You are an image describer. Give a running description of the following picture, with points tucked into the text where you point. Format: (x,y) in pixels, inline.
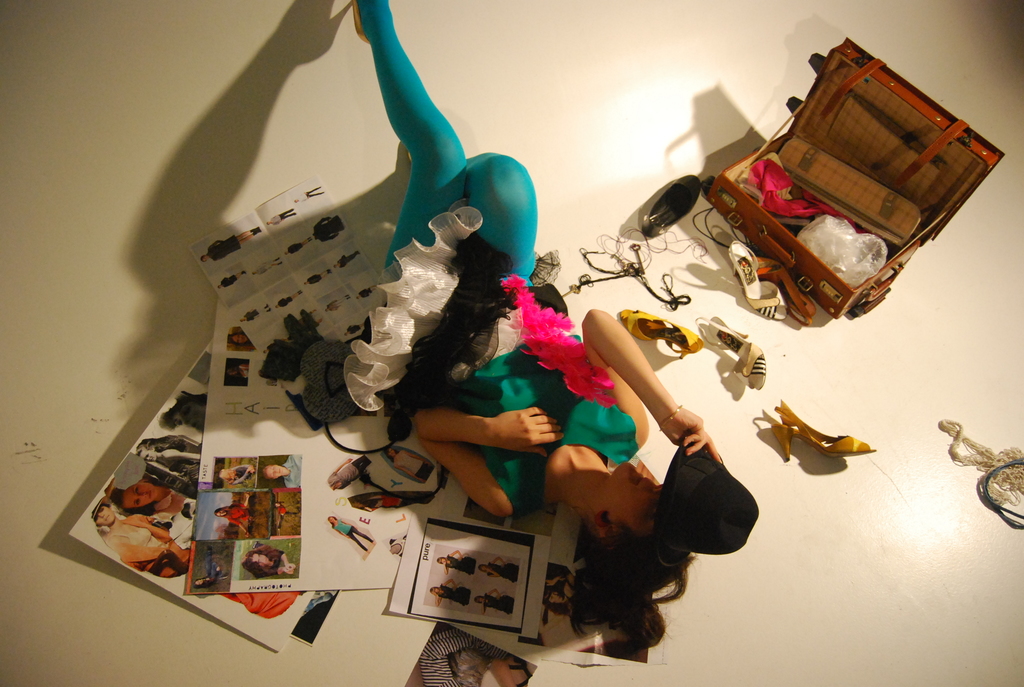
In this image we can see one woman (454,293) lying on the floor (696,645) and holding a black cap (699,456). There is one suitcase (796,186), some objects (773,191) are in the suitcase (935,198), some photos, some papers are on the surface (711,632), some footwear (839,451) and some objects (335,383) are on the surface (392,666).
